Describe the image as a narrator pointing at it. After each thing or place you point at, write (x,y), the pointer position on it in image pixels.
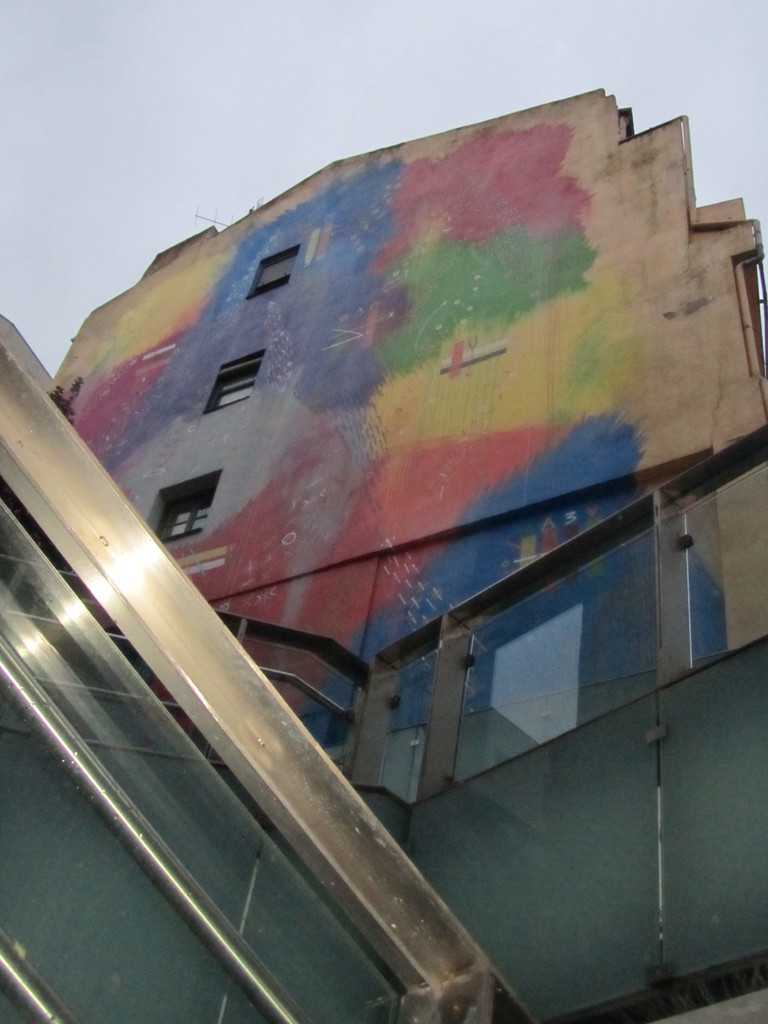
In this image I can see a building (199,504) and windows (194,516). In front (302,835) I can see glass railing (205,800). The wall (380,314) is painted with different colors. The sky (337,131) is in white color.
